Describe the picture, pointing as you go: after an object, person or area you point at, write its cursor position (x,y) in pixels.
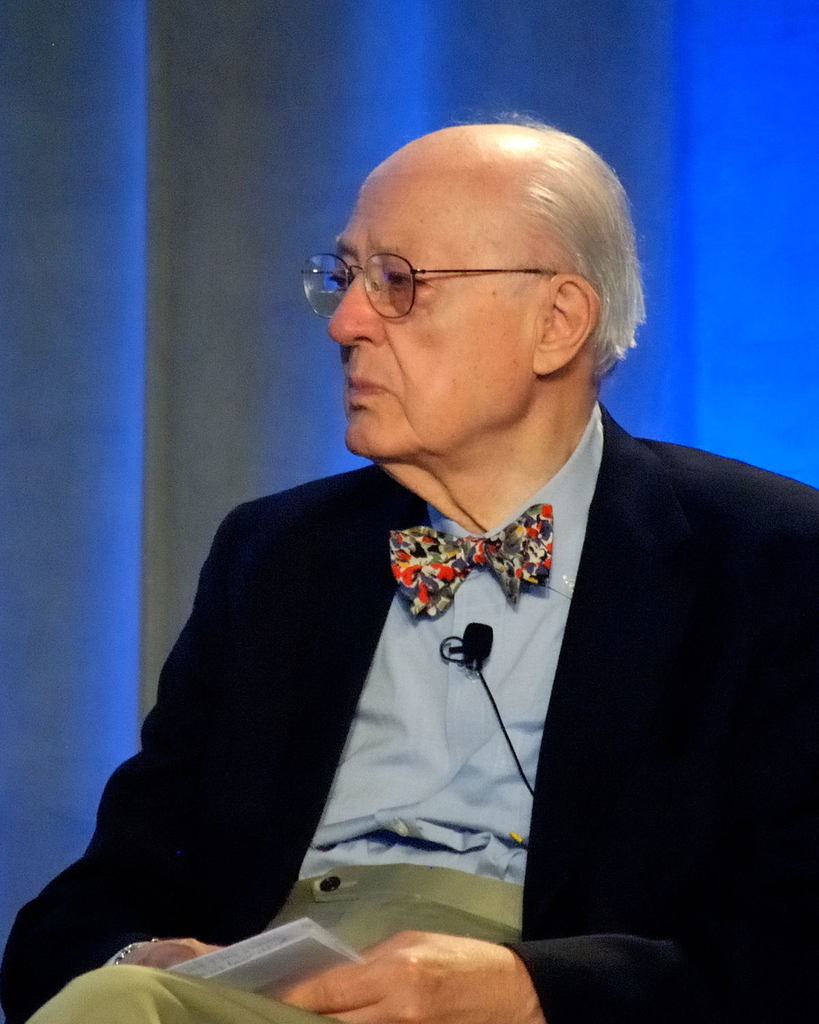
In this image I can see a man (280,717) is sitting and I can see he is holding a white colour thing (298,956). I can also see he is wearing black blazer (623,550), a bow tie (468,557), shirt (496,642), pant (380,916) and a specs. I can also see a mic (466,649) on his chest (509,619) and in the background (154,286) I can see blue colour.
